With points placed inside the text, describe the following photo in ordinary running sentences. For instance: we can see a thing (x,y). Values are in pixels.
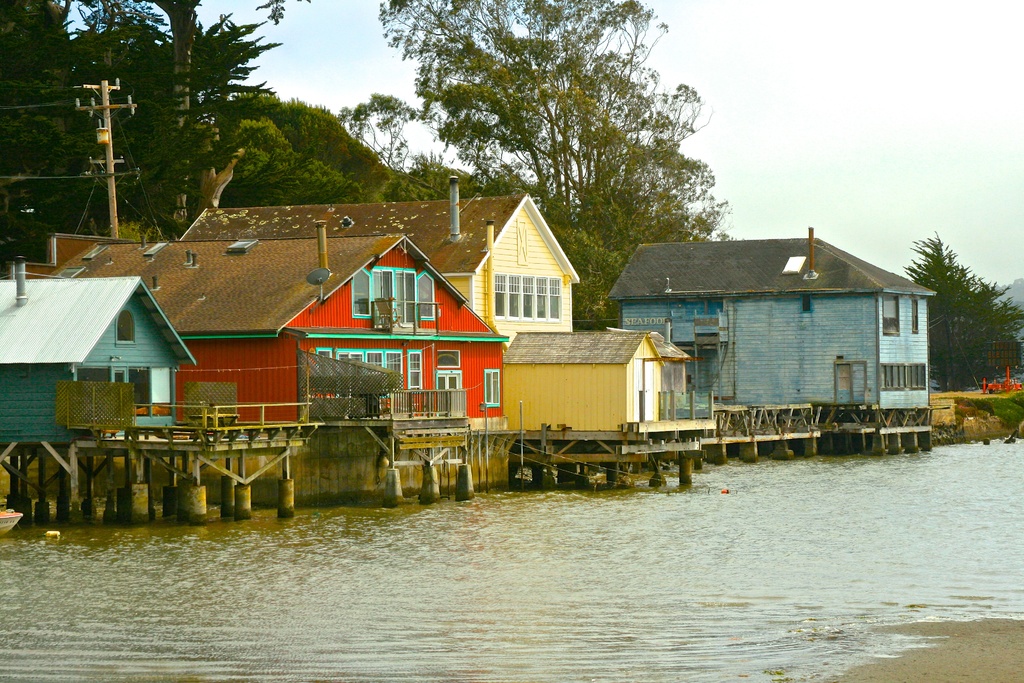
At the bottom of the image (937,535) there is water (362,574). Behind the water (934,554) there are houses (405,306) in blue, red and yellow color. To the building (718,312) there are walls (792,303), windows (887,321), roofs (682,249) and doors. Also there is a fencing (338,415). In the background (435,184) there are trees (99,188), electrical poles (109,134) with wires (119,190). At the top of the image (714,80) there is a sky (815,111).
